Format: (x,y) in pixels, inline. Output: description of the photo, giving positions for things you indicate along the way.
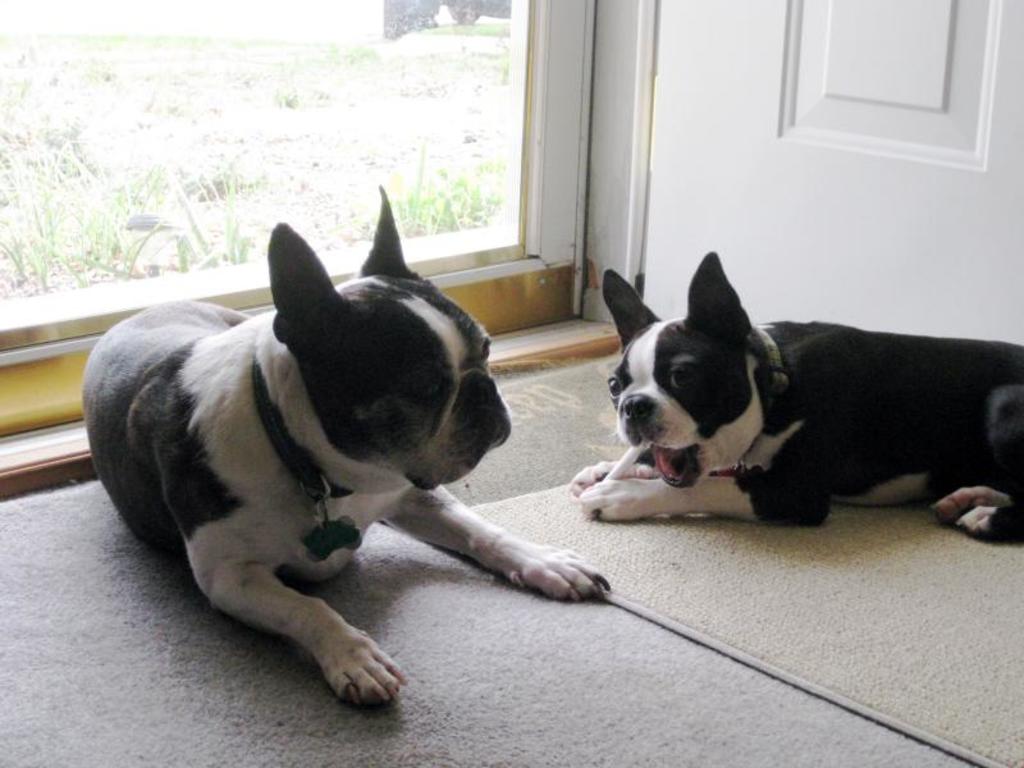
There are two dogs (728,397) on the floor (408,560). And one dog (699,486) is on a carpet (807,614). In the back (643,166) there's a wall (749,175) and a glass window (329,113).
